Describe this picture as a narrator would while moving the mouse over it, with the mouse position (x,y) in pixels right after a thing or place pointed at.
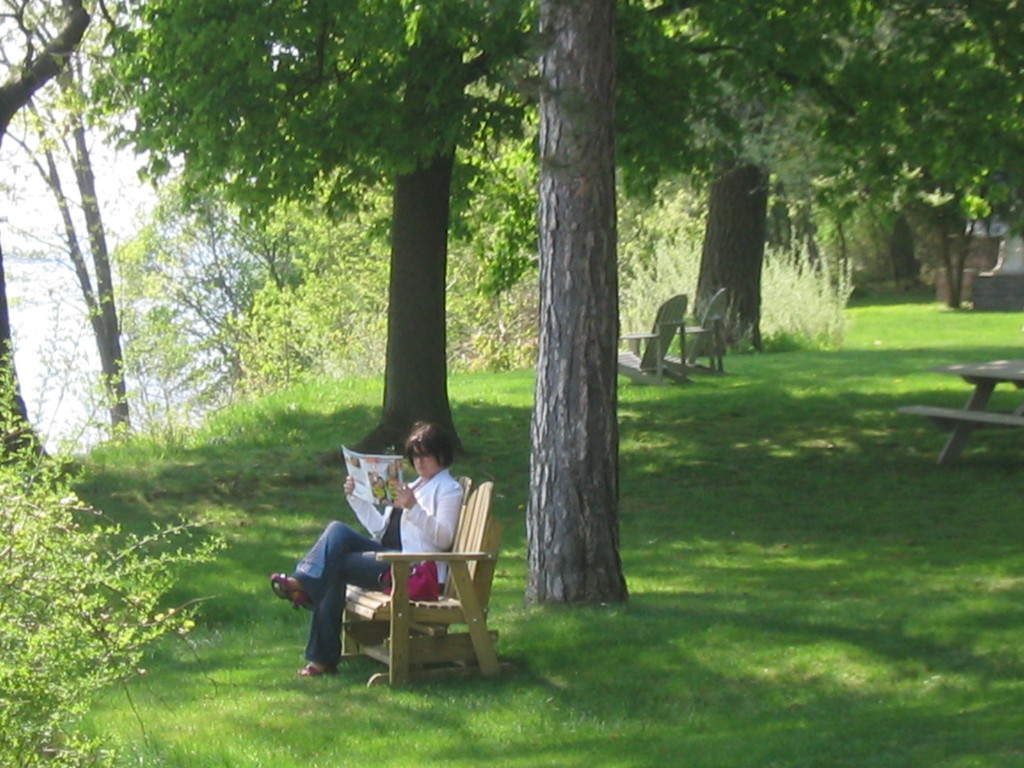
In this image we can see the person (365,525) sitting on the bench (473,521) and a holding book (362,477). And at the back (701,315) there are benches (958,375), trees (592,188) and grass (338,494).
